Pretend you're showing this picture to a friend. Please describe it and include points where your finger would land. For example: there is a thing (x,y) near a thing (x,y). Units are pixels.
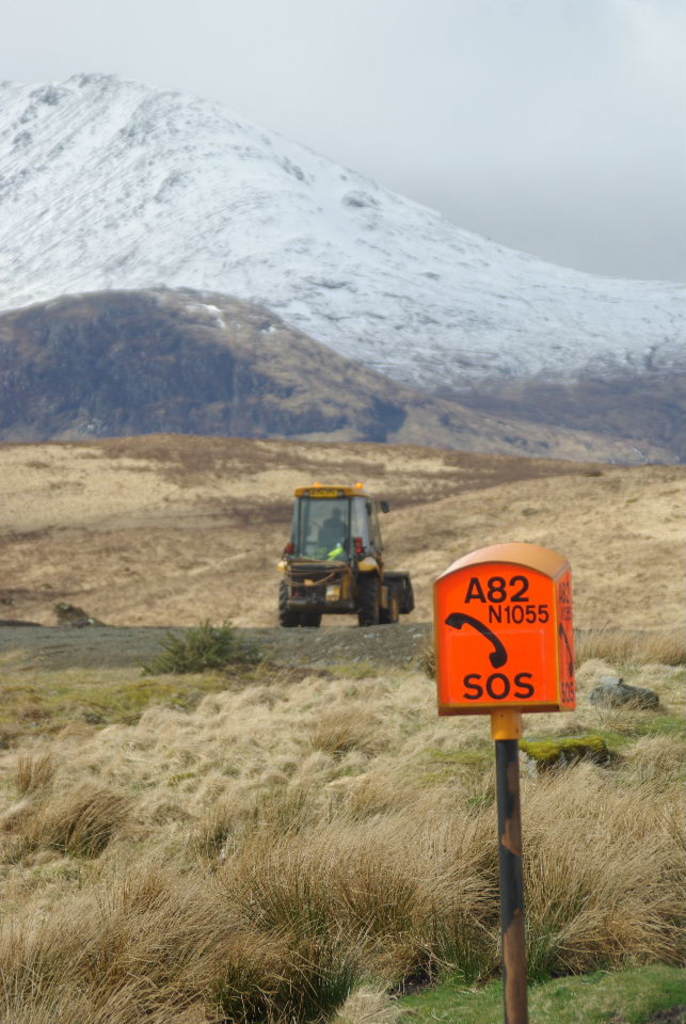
In this image in the foreground (429,994) there is green grass (563,997). There is a board (451,709) with some text (500,612). There is dry grass (220,743). There is a plant (197,663). There is a vehicle (343,498). There is a road (314,638). There are mountains (255,410). There is snow (483,367).
